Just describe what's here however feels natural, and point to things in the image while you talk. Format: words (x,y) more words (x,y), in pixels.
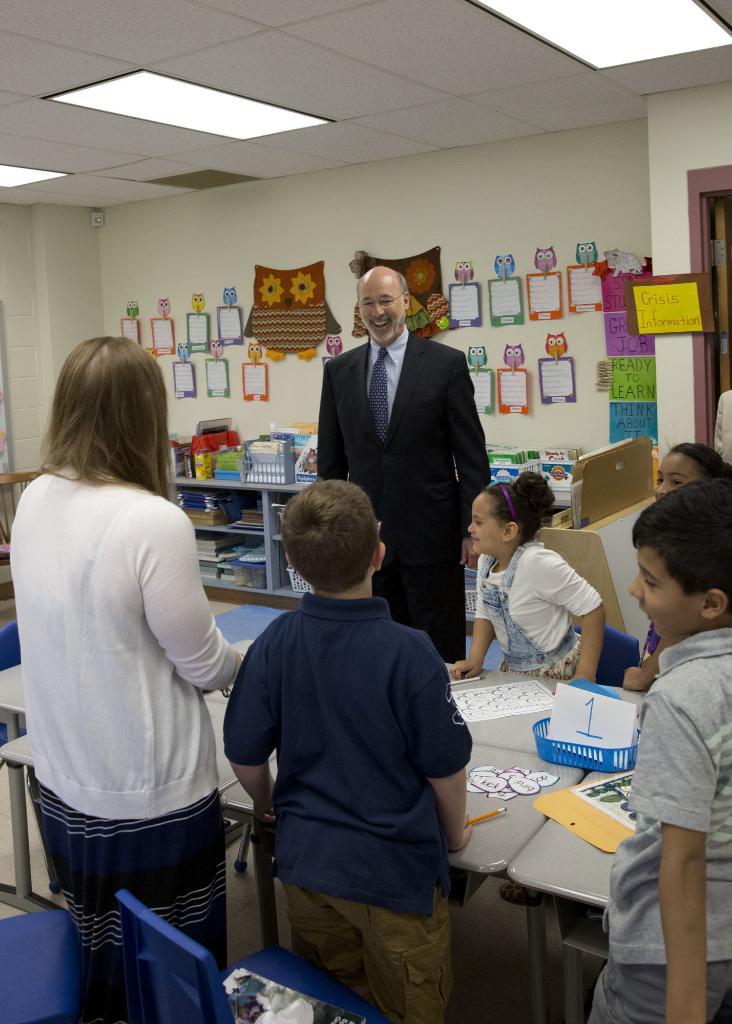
In the image we can see a man (324,462), a woman (144,421) and children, they are wearing clothes (456,486) and some of them are smiling. We can even see there are many chairs (619,676) and tables (522,736). On the table (515,726) we can see many things (604,801). Here we can see objects (234,537) on the shelves (225,527).
